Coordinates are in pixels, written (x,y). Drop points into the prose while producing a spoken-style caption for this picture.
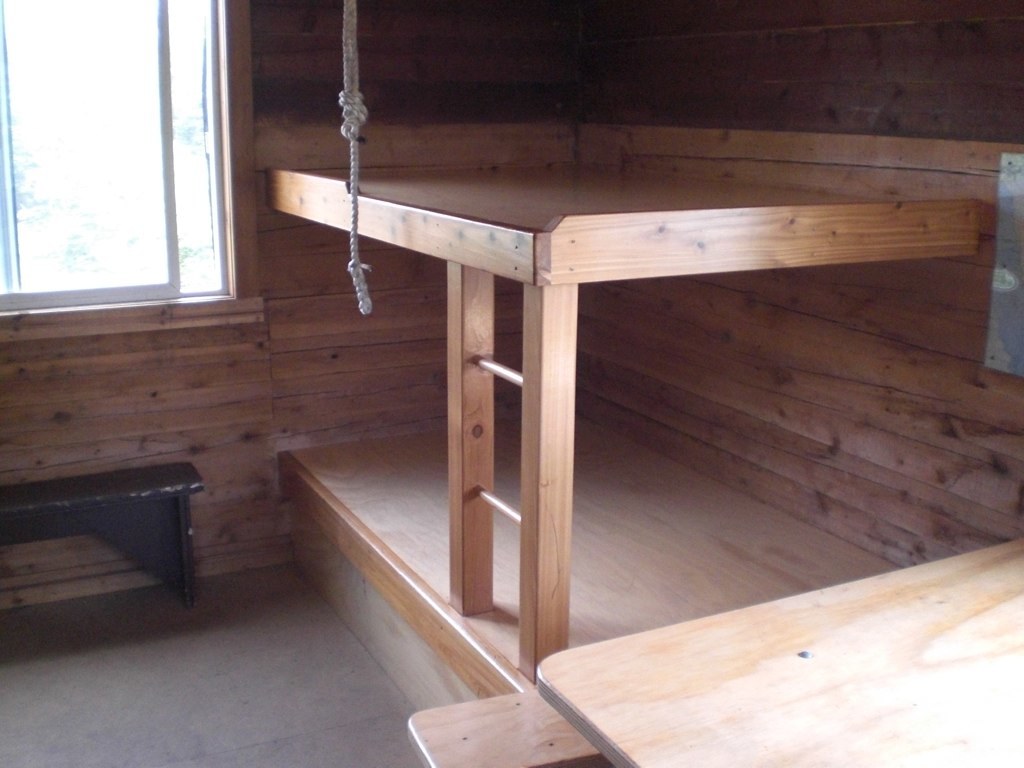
Here we can see a wooden bunk bed (564,249). There are tables (987,697) and this is floor (227,691). In the background (316,273) we can see a window (209,151) and wall (738,71).
